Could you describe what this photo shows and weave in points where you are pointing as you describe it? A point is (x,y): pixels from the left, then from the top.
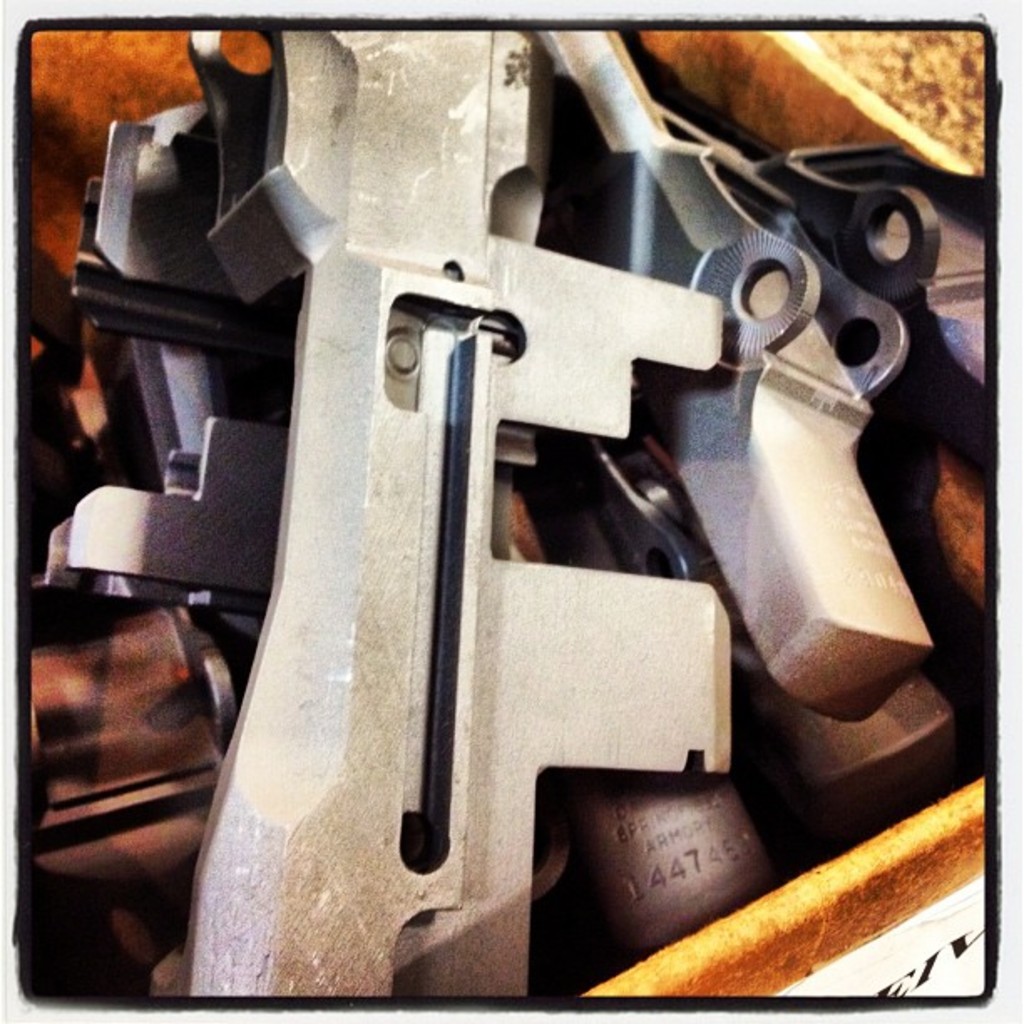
In this image there are objects (472,980) truncated towards the bottom of the image (423,973), there are objects (886,268) truncated towards the right of the image (871,268), there are objects (187,621) truncated towards the left of the image (131,675), there are objects (195,131) truncated towards the top of the image (429,88), there is text (937,954).
